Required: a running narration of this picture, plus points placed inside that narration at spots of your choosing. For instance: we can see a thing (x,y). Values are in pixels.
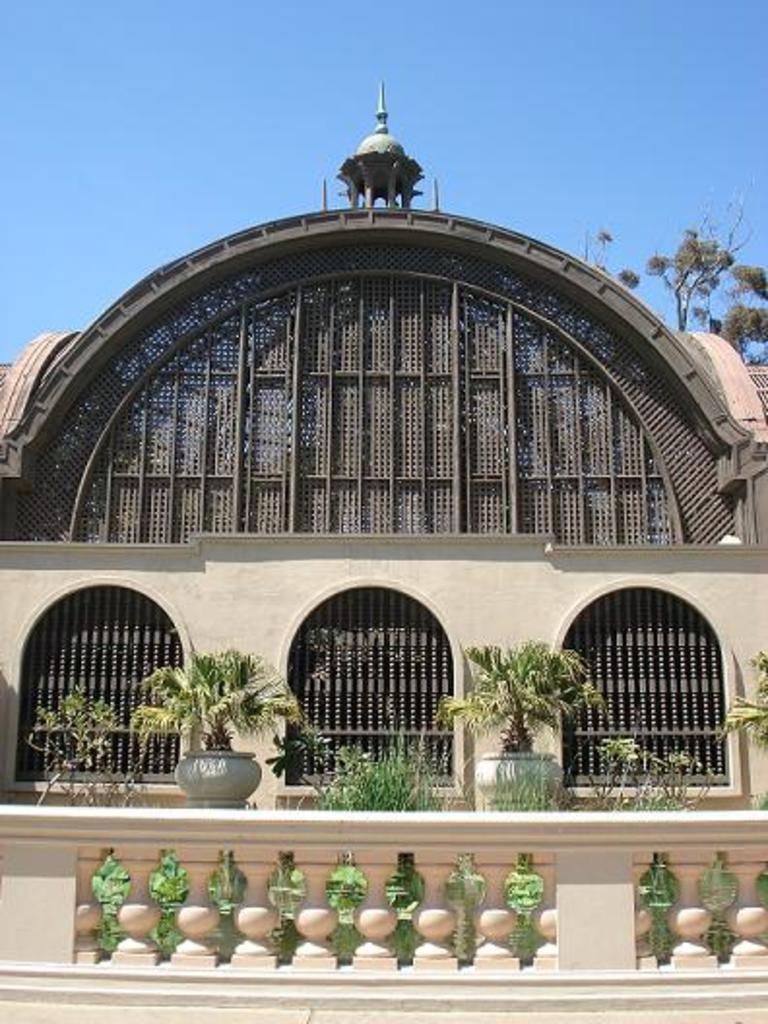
In this image I can see a building (329,643). Here I can see flower pots (189,767) and a tree (684,269). In the background (308,85) I can see the sky (276,54).
